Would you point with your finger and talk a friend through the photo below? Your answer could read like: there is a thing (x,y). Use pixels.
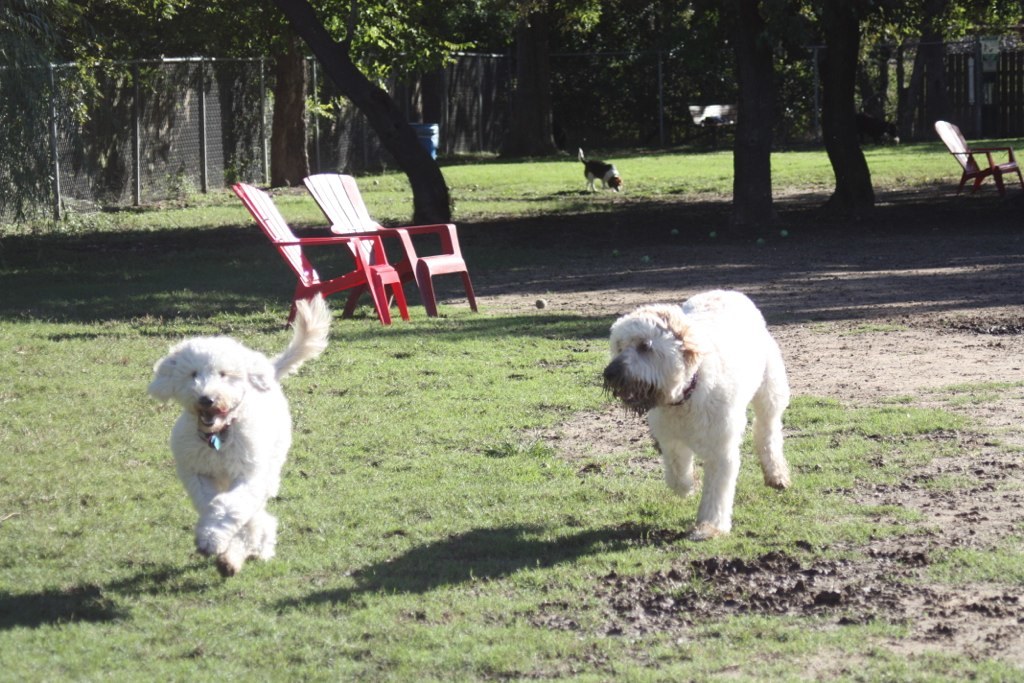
In this picture we can see two dogs (612,345) running on a grass (374,435) and in background (321,281) we can see two chairs (377,225), one more dog (612,166), tree (551,157), fence (167,122) and here is the chair (941,139).
